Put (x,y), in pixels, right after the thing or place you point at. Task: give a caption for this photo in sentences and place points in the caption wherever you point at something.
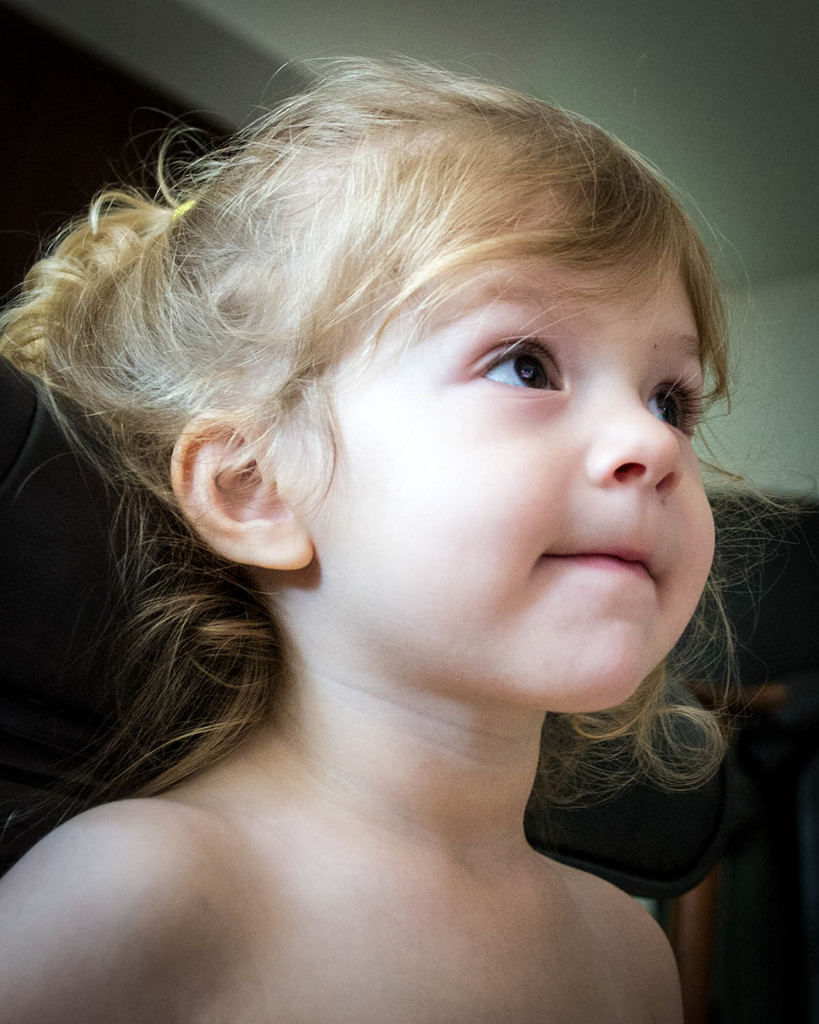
In this image we can see a child (366,634).
